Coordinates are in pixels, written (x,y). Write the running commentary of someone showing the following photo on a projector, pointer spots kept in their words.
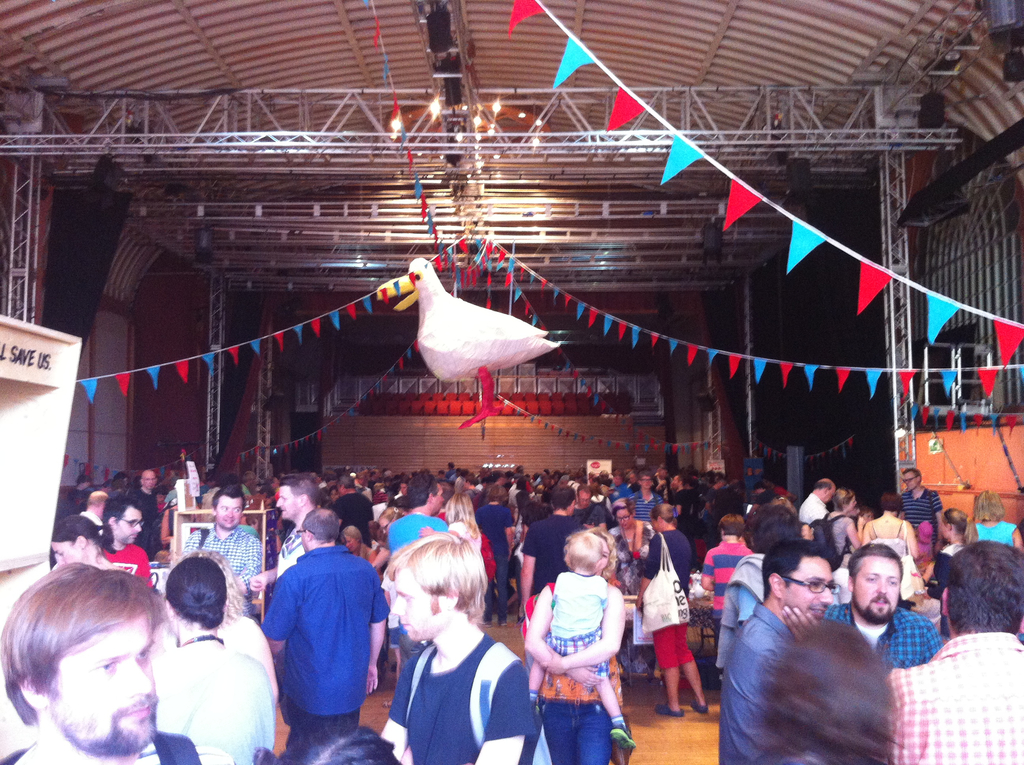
In this picture we can see a group of people (830,564) standing on the floor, bags (672,576), stand (183,512), bird toy (425,352), decorative flags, posters (194,484), lights (392,121), roof (184,39) and some objects (653,137).
